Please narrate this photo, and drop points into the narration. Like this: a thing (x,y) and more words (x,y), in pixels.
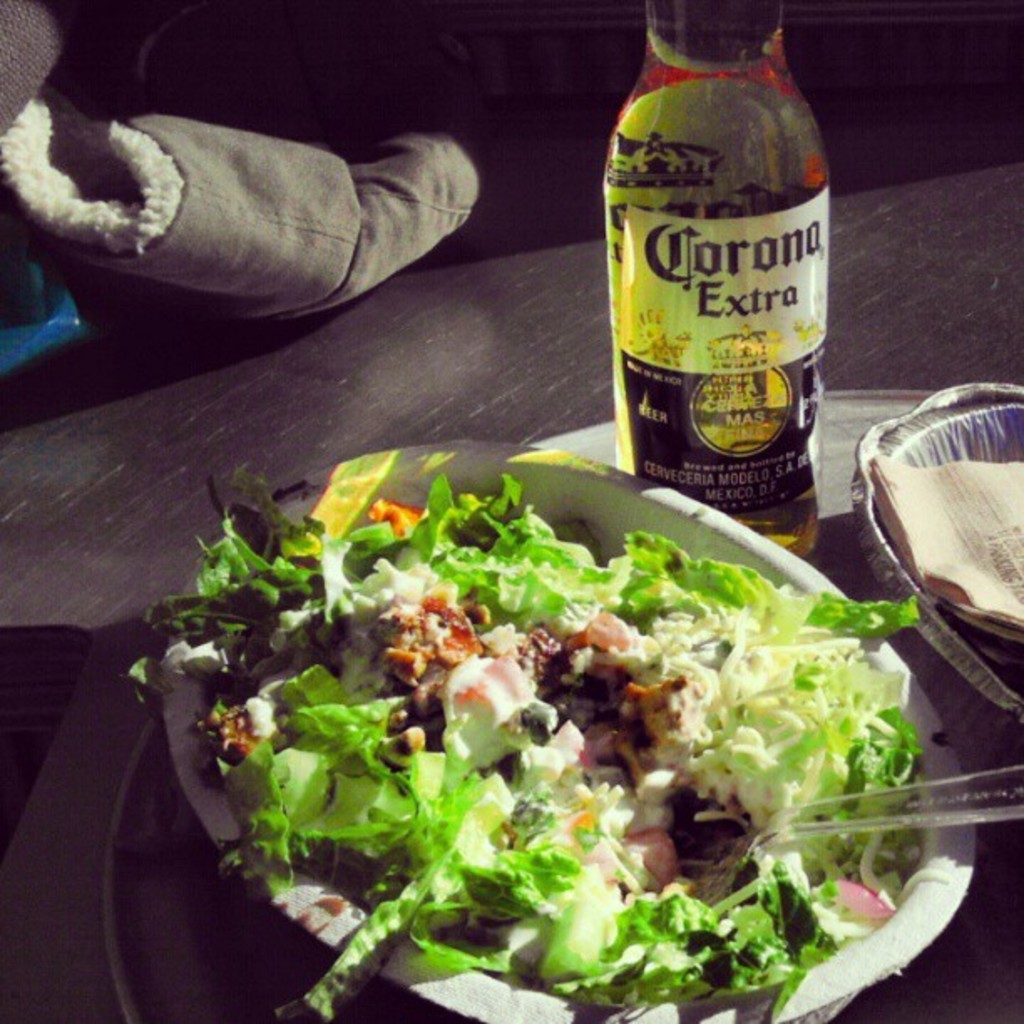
There is a food (506,559) and bottle (632,388) behind that on a table (884,1012).
